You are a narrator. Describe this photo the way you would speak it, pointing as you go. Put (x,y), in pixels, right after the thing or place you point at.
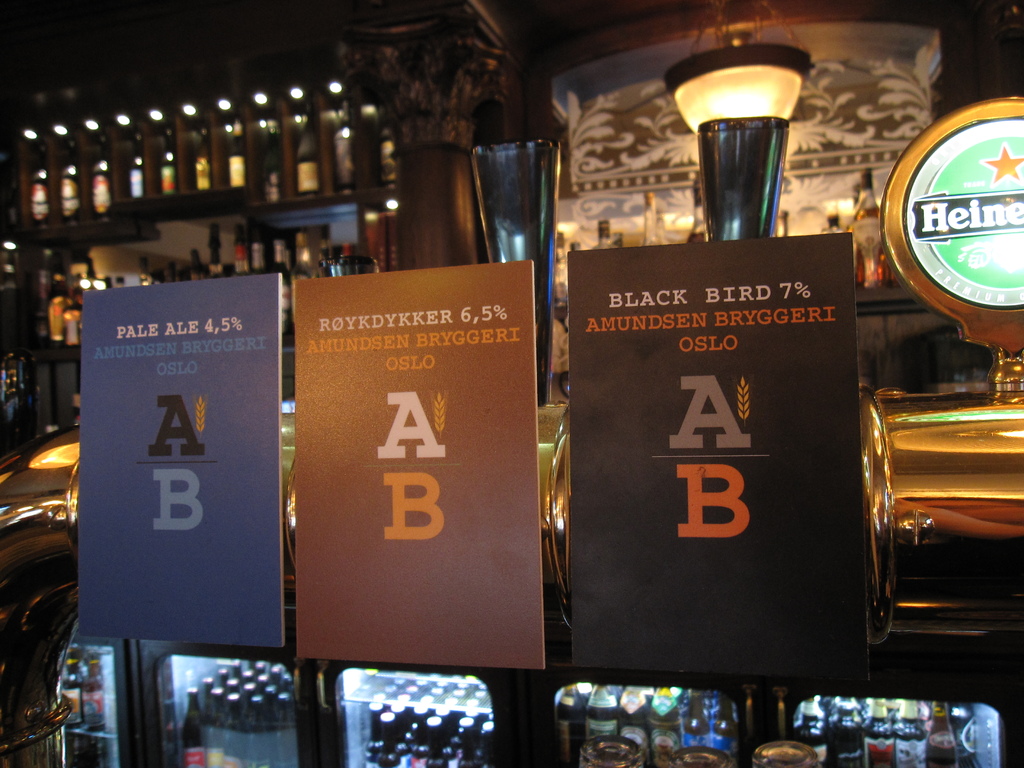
In this image we can see boards (616,485) on which we can see some text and bottles (199,729) kept in the refrigerator (235,735). The background of the image (854,78) is slightly blurred, where we can see bottles (217,248) kept on the shelf (354,192), ceiling light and the different pattern (577,97) on the wall (570,190).
